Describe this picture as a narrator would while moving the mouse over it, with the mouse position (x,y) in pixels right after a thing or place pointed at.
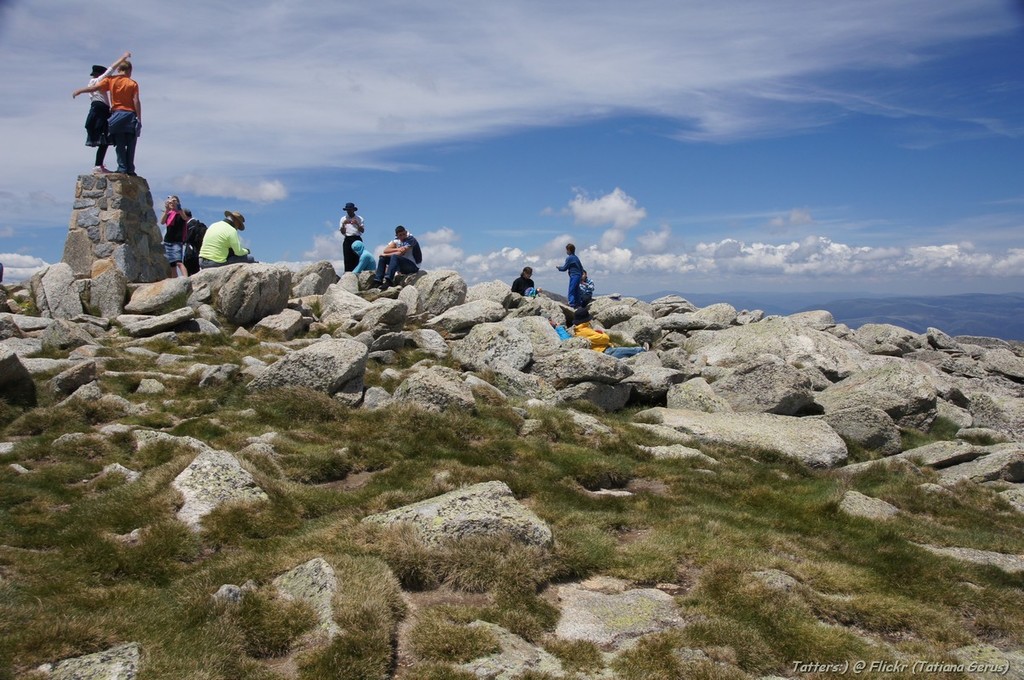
This picture is clicked outside the city. In the foreground (126,584) we can see the rocks (527,547) and the green grass (282,502). In the left (105,120) there are two person (108,89) standing on the rock (107,211) and we can see the group of people (348,256). In the background (551,291) there is a sky (800,227) with some clouds (655,245).
